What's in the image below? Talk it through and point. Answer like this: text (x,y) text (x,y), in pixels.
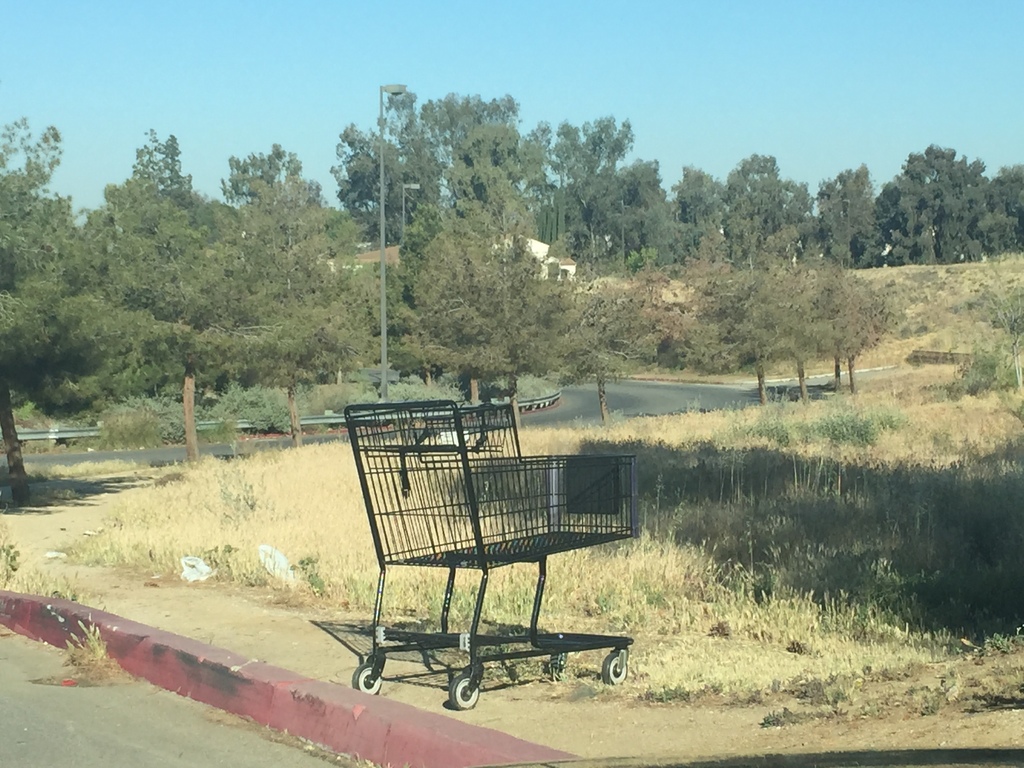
In this image I can see the road (69,724), the ground (182,609), a black colored trolley (452,470), the railing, few trees (403,343) which are green in color and few buildings (539,240). In the background (655,96) I can see the sky (352,72).
